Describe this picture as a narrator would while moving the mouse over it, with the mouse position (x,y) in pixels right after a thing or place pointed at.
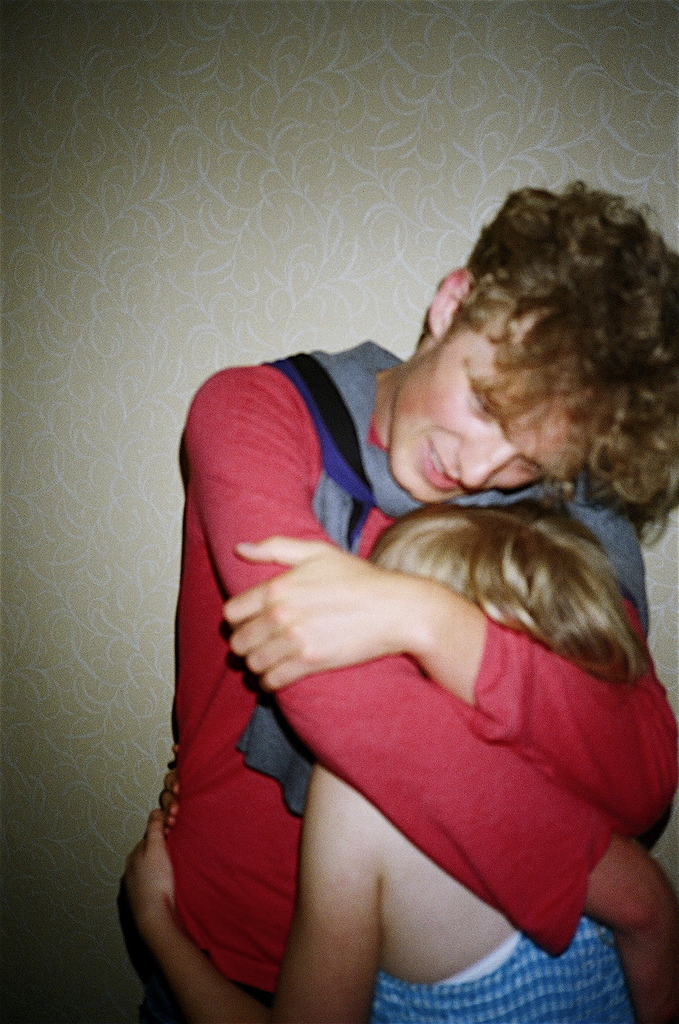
In the foreground of this picture (286,797) we can see the two people (326,650) seems to be standing and hugging each other. In the background (183,202) we can see the wall (125,455) and some art (375,150) on the wall (110,318).
